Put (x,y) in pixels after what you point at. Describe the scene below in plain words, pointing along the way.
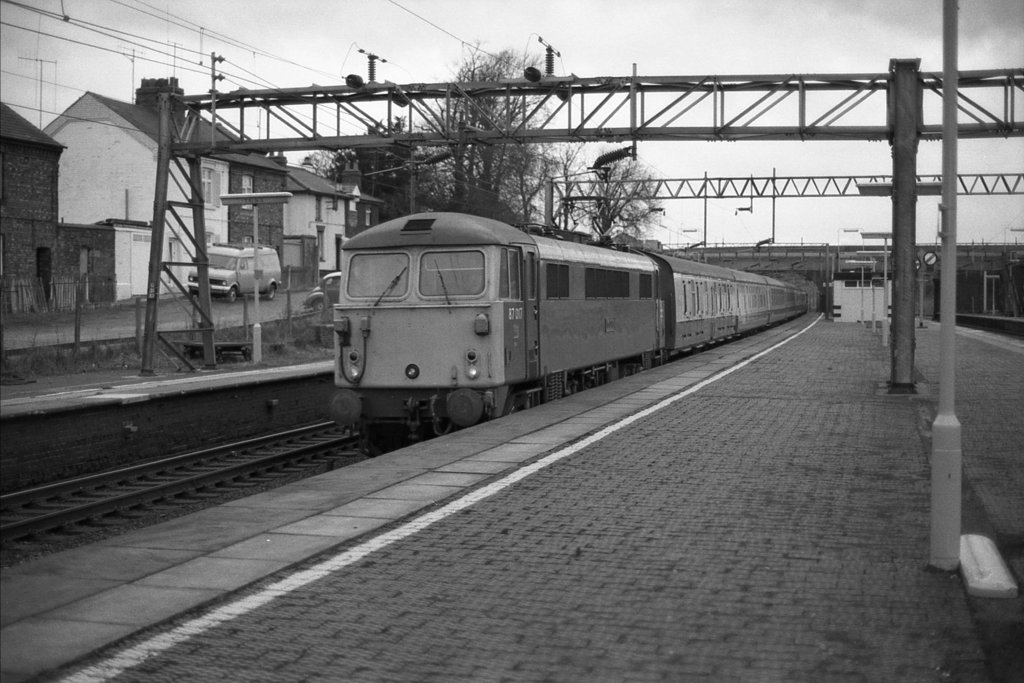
This is a black and white image and here we can see a train (424,371) on the track (239,452) and in the background (177,140), there is a grill (192,163) and we can see buildings (268,214) and some vehicles (249,263) and there are trees (604,187) and there is a bridge (845,265). At the bottom (673,567), there is platform (708,494).
